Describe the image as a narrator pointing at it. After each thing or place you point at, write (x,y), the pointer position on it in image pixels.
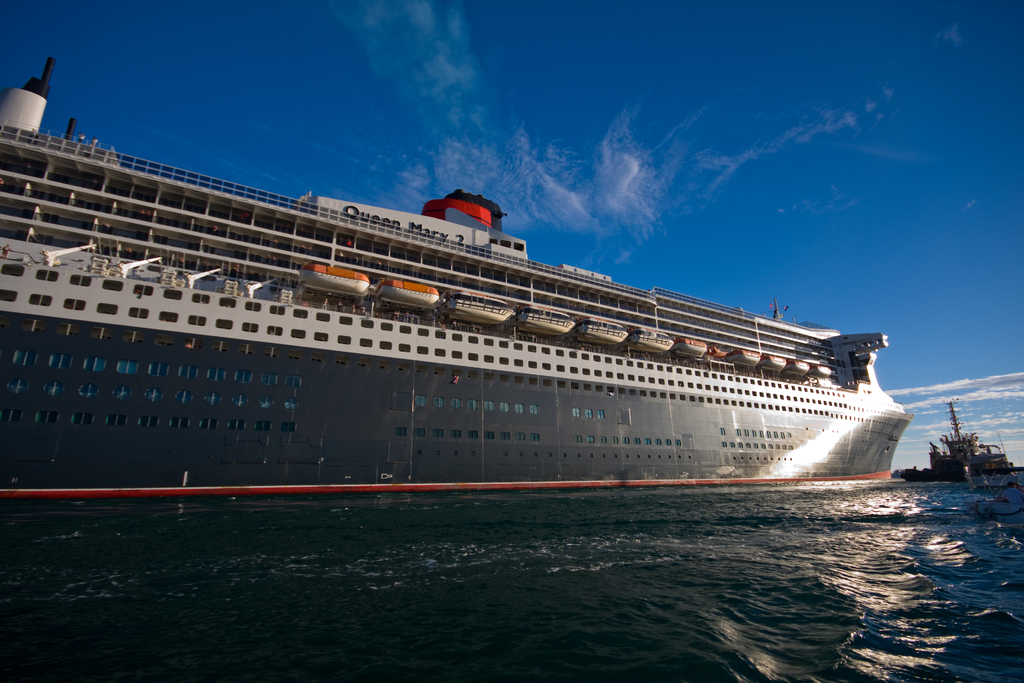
In the center of the image (550,301) there is a ship (8,133). At the right side of the image (945,473) there is another ship (937,454). At the bottom of the image (610,566) there is water (562,658). At the top of the image (460,68) there is sky (207,97).
